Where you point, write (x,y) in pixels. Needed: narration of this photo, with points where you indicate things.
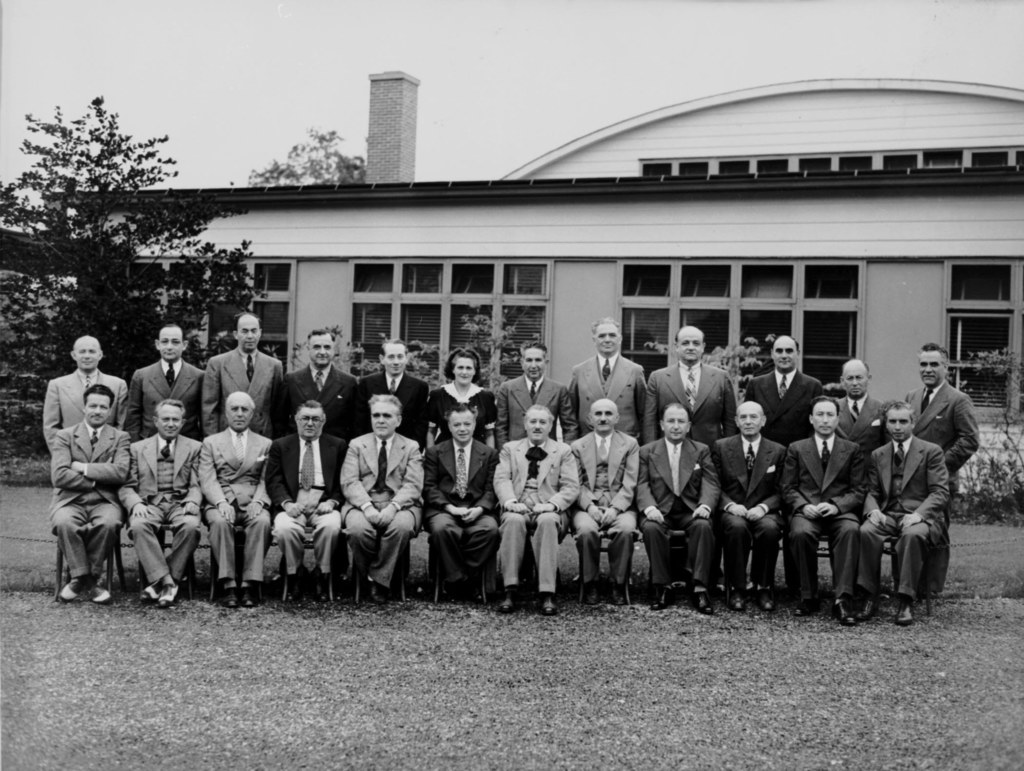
In this image there is a group of people (297,426) sitting in chairs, behind them there is another group of people (429,406) standing are posing for the camera, behind them there is a house (549,254), behind the house (553,245) there are trees (92,271).
